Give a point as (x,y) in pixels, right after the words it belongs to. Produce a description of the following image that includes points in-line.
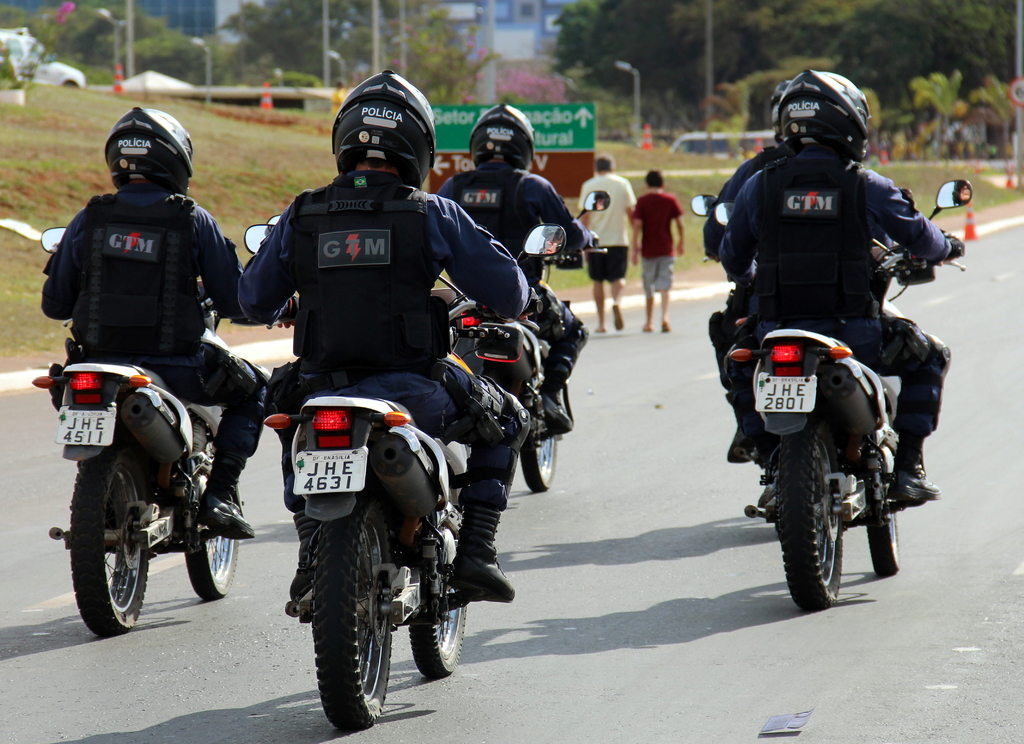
In this image, we can see persons (823,258) wearing helmets (421,125) and riding bikes (404,453) on the road (648,519). There are two persons (653,229) walking on the road (685,306). There are some poles (129,41) and trees (686,56) at the top of the image (799,23). There is a board (555,123) beside the road (669,453).
